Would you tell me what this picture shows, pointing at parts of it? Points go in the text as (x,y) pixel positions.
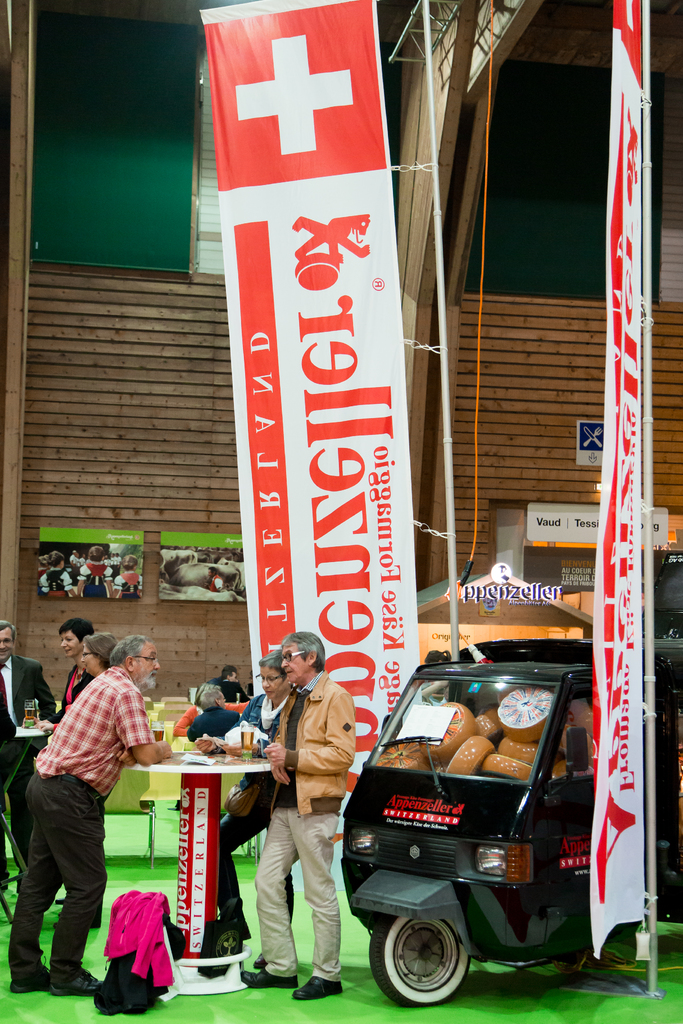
In this image at the bottom left (83,872) there is a man (49,905), he wears a shirt (105,773), trouser (96,898), shoes (45,971), in front of him there is a man (319,746), he wears a jacket (318,764), trouser (305,864), shoes (264,971). In the middle of them there is a table (209,798) on that there are glasses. On the right (492,839) there is a vehicle (492,839). In the background (170,625) there are posters (139,590), people (6,708), screens (163,577), wall (171,295), lights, roof (471,48).
